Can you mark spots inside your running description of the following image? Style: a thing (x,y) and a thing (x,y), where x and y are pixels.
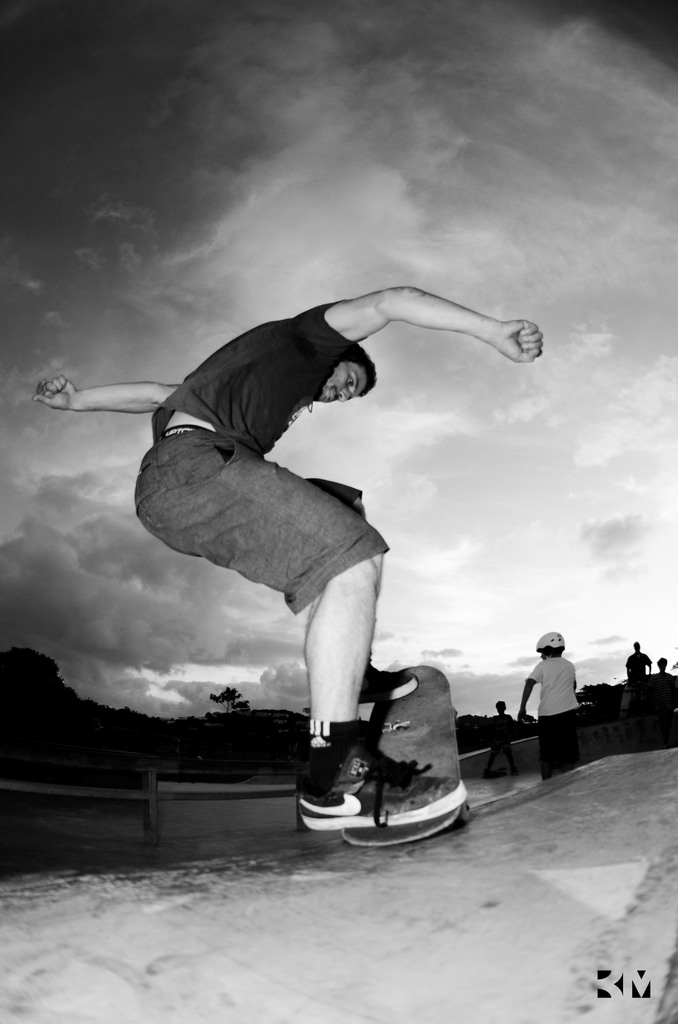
This is a black and white image, we can see a person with skate board (396,701), we can see a few people (664,714) in the background (536,699), we can see the ground (623,793), plants (237,746) and trees (227,746), and we can see some watermark (604,974) in the bottom right side of the picture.
